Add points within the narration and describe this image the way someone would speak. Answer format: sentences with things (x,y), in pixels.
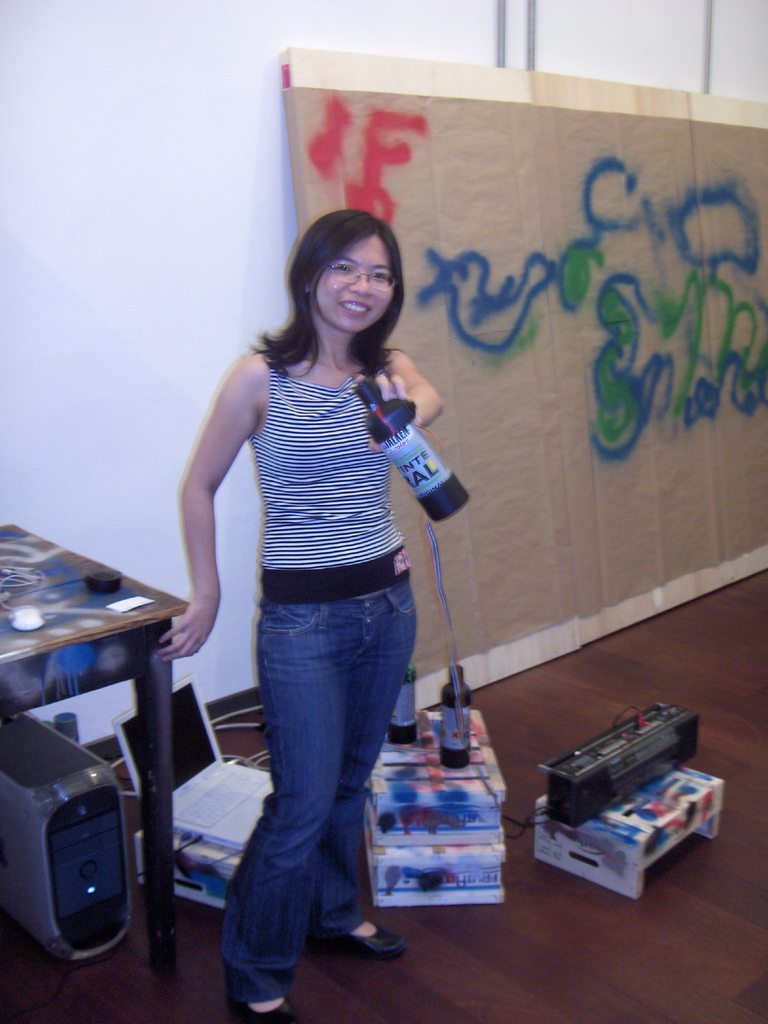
In this picture we can see woman (328,600) holding bottle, side we can see some bottles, boxes (565,832), table (90,682), laptop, sound system (593,783) and behind we can see board (455,206) to the wall (26,517).
